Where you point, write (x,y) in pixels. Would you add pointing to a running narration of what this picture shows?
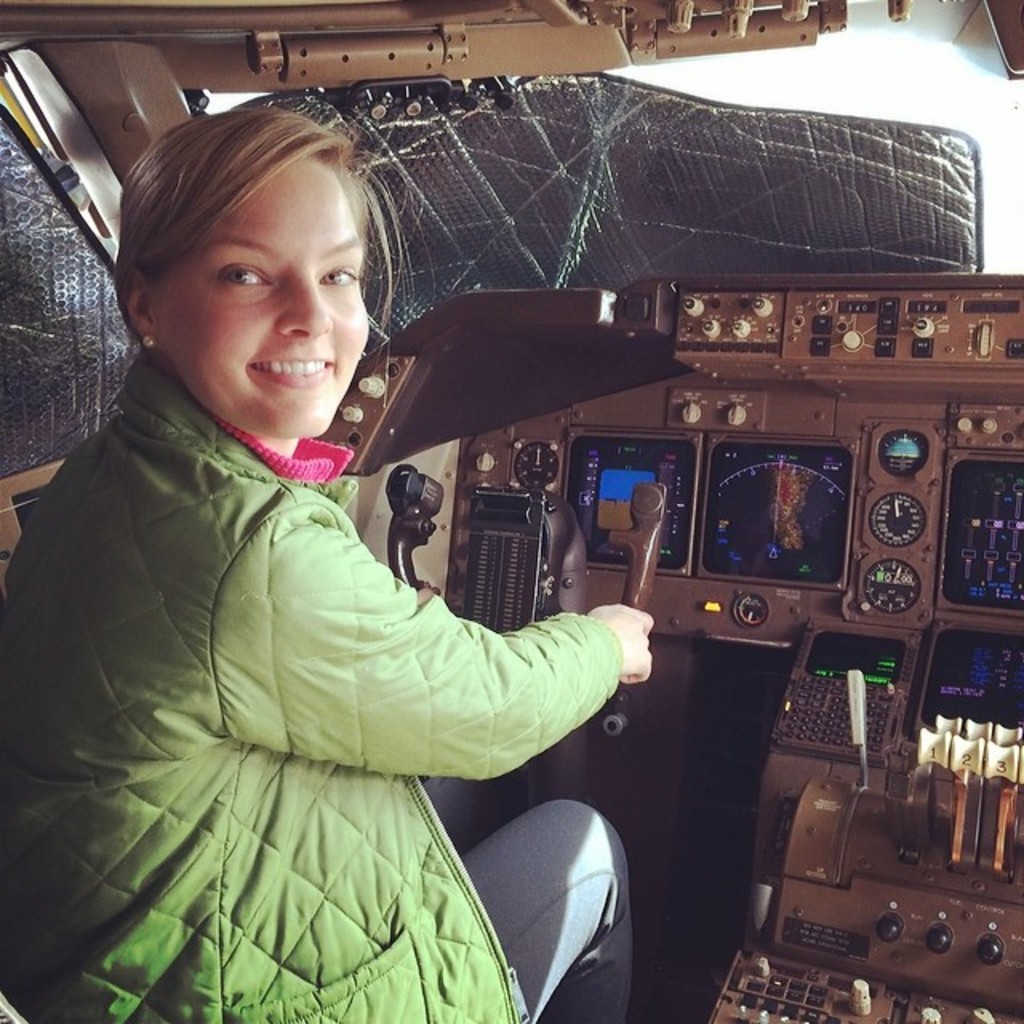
In this picture we can see a woman (127,930) in the green jacket (370,822) is sitting on a seat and smiling. In front of the woman (235,687) there are some items (401,364).
